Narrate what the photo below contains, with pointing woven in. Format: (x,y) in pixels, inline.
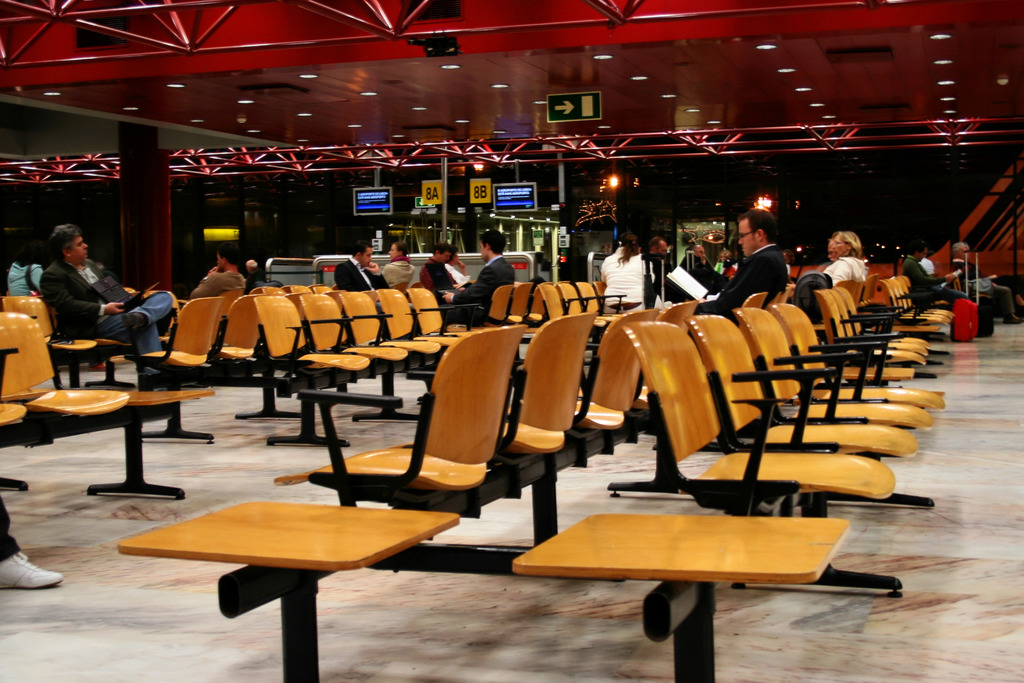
People (752,230) are sitting on yellow chairs (476,371). Here we can see signboard (587,109), screens (377,195) and boards (430,203). There is a pillar (145,235). Background (405,193) it is dark. Light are attached to the ceiling (460,133). In-front of that person (969,272) there are luggages (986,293). Two people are holding papers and one person (767,222) is holding a book (697,291).
